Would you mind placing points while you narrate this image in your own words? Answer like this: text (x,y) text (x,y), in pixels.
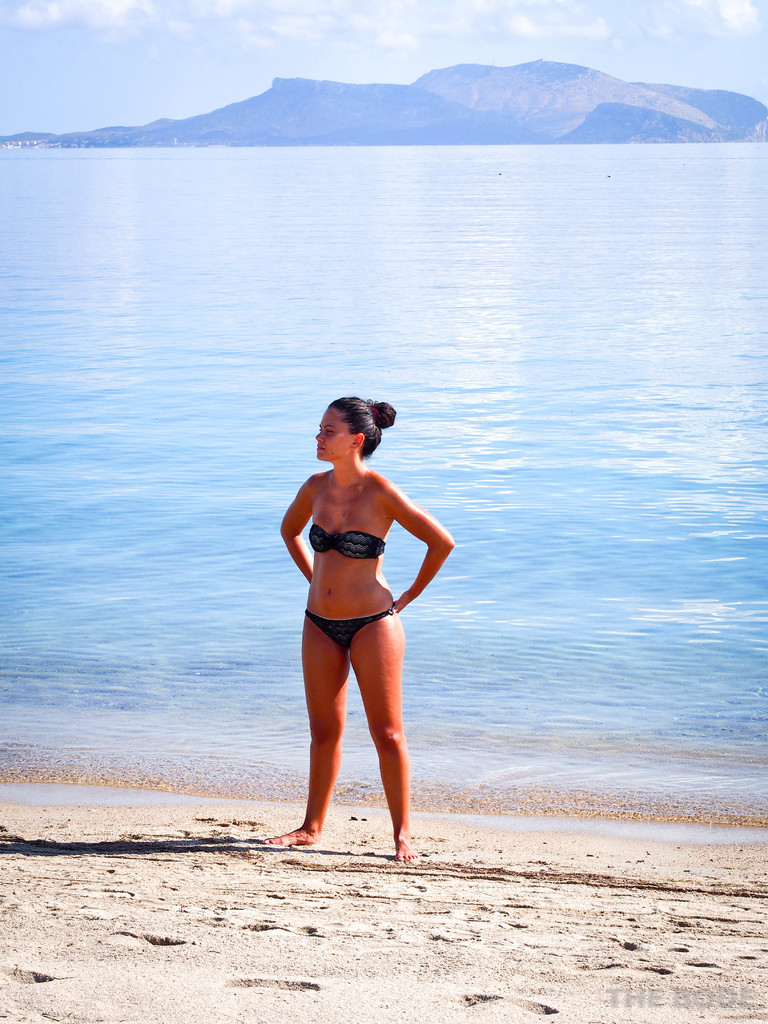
In this picture we can see a woman (316,743) standing on the sand (297,864). Behind the woman (330,561), there is the sea (270,346). At the top of the image (234,100), there are hills (335,90) and the sky (365,64).
